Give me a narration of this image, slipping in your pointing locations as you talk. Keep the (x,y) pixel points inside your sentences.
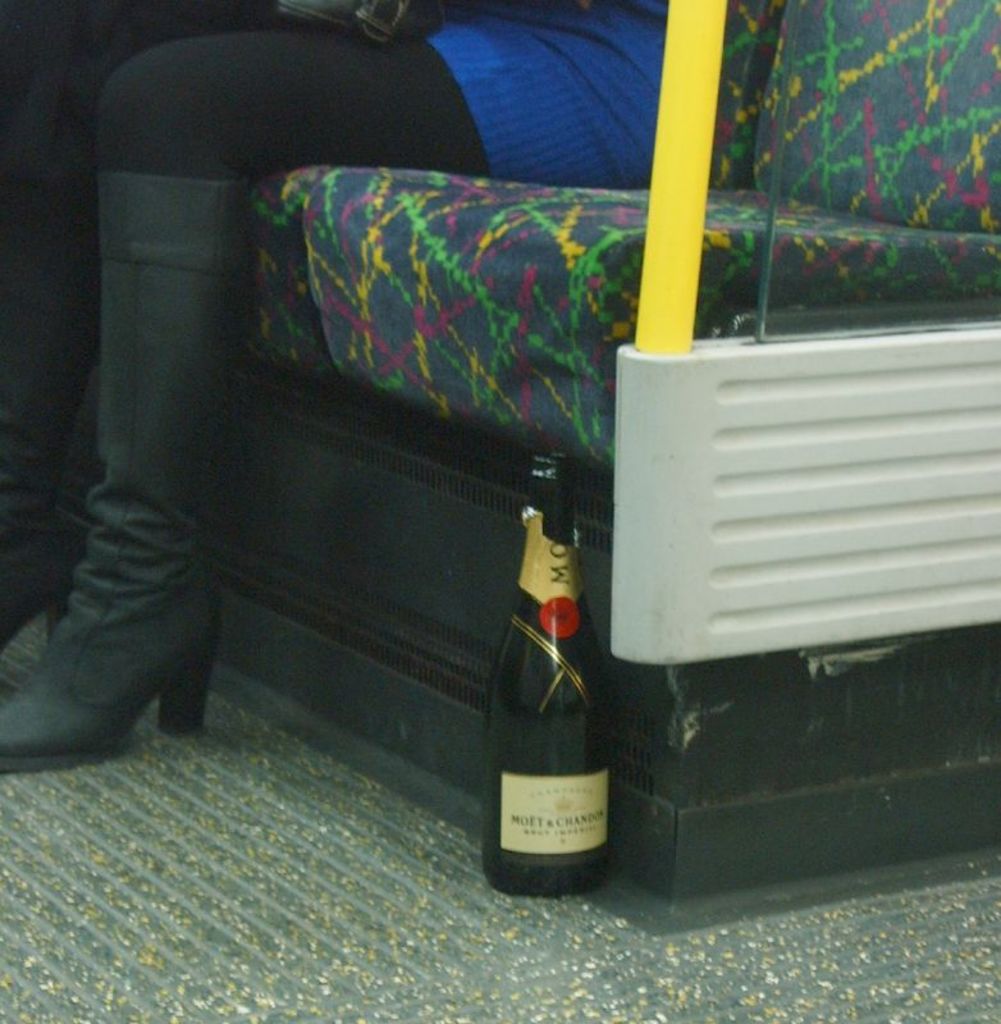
There is a bottle (574,735) in the center of the image (548,649) and there is a lady (560,164) who is sitting on a seat (644,202) at the top side (482,103).
